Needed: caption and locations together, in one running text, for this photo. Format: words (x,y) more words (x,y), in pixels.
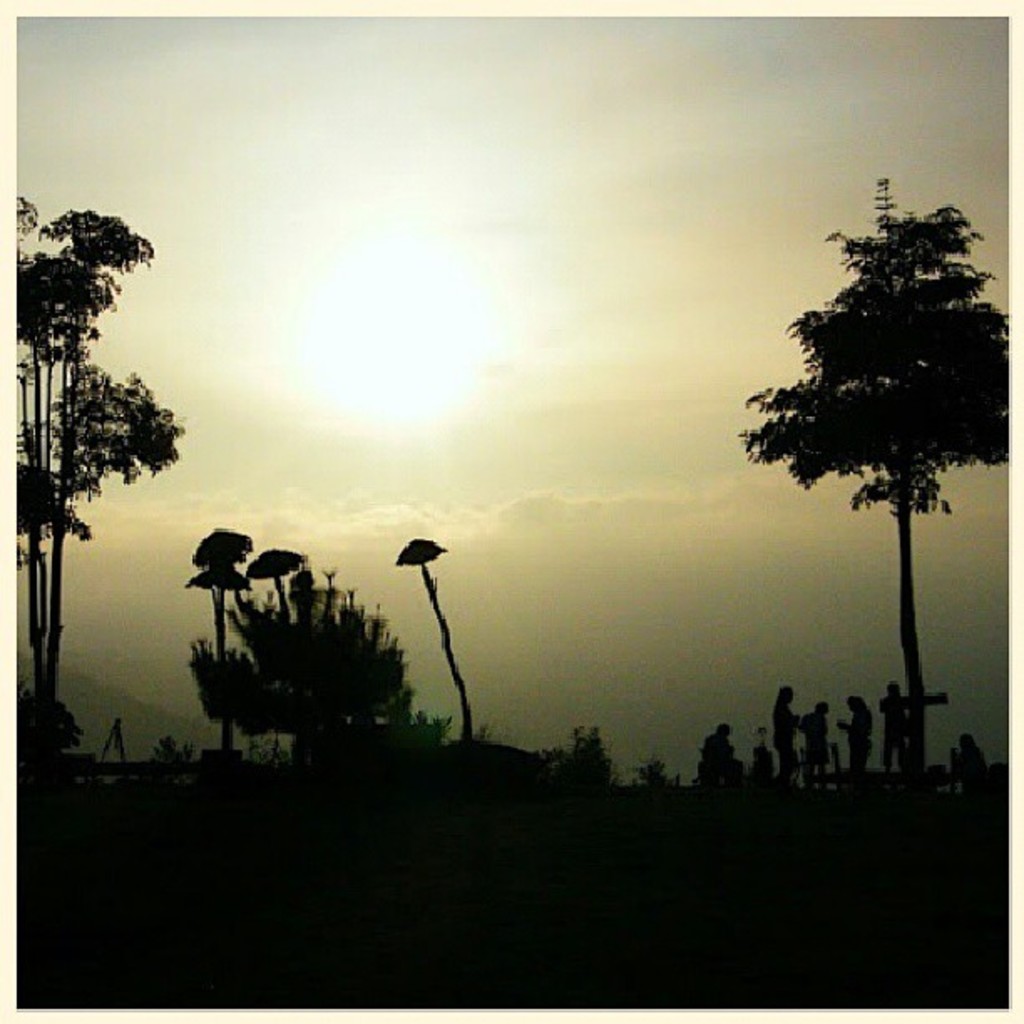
In this picture I can observe some trees (886,202). On the right side (894,715) I can observe some people (781,731). In the background (569,335) there is sky (494,305).
